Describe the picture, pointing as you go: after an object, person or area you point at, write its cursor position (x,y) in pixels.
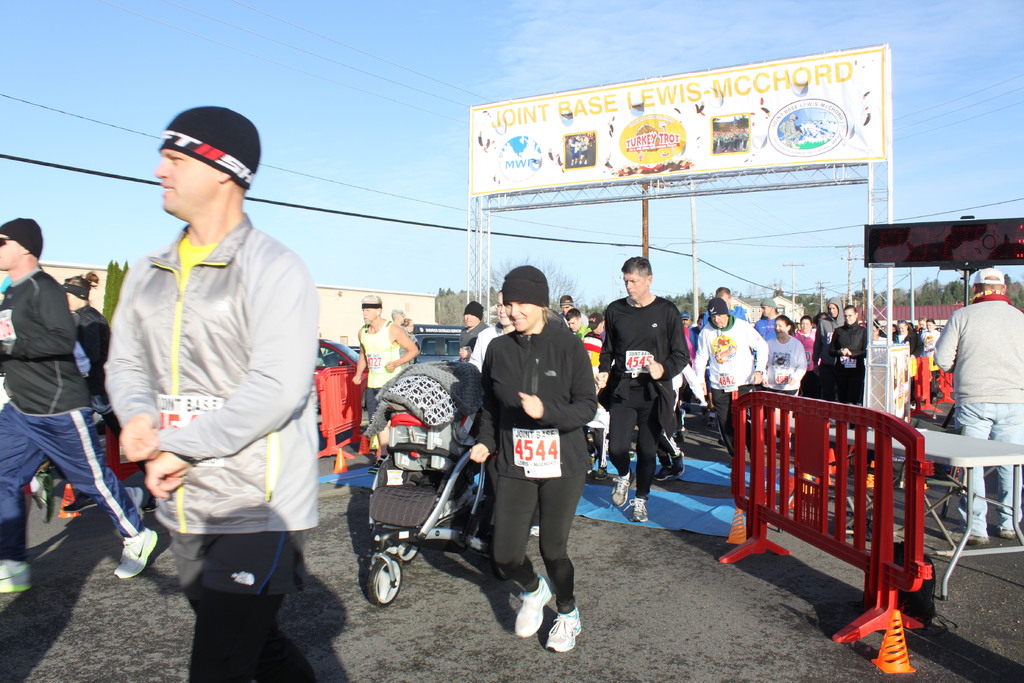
In the middle (524,284) a beautiful girl (523,271) is walking, she wore a black color dress (565,417). In the left side (236,328) a man (197,177) is walking, he wore a coat (296,306). In the right side (701,145) there is an entrance board (732,191). At the top (382,85) it's a cloudy sky (400,78).
